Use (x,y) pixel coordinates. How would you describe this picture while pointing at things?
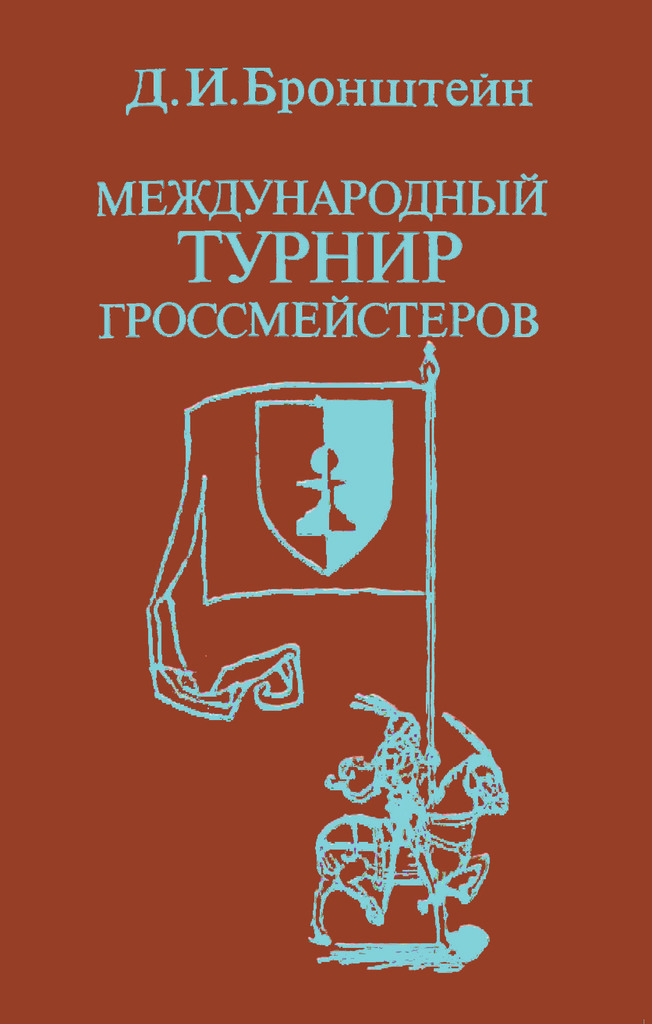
In this image there is a poster (289,1014), on that poster (441,858) there is a horse (442,870), on that horse (457,805) there is a man (416,780) holding a flag (367,450), on the top (535,331) there is some text (373,204) written.
